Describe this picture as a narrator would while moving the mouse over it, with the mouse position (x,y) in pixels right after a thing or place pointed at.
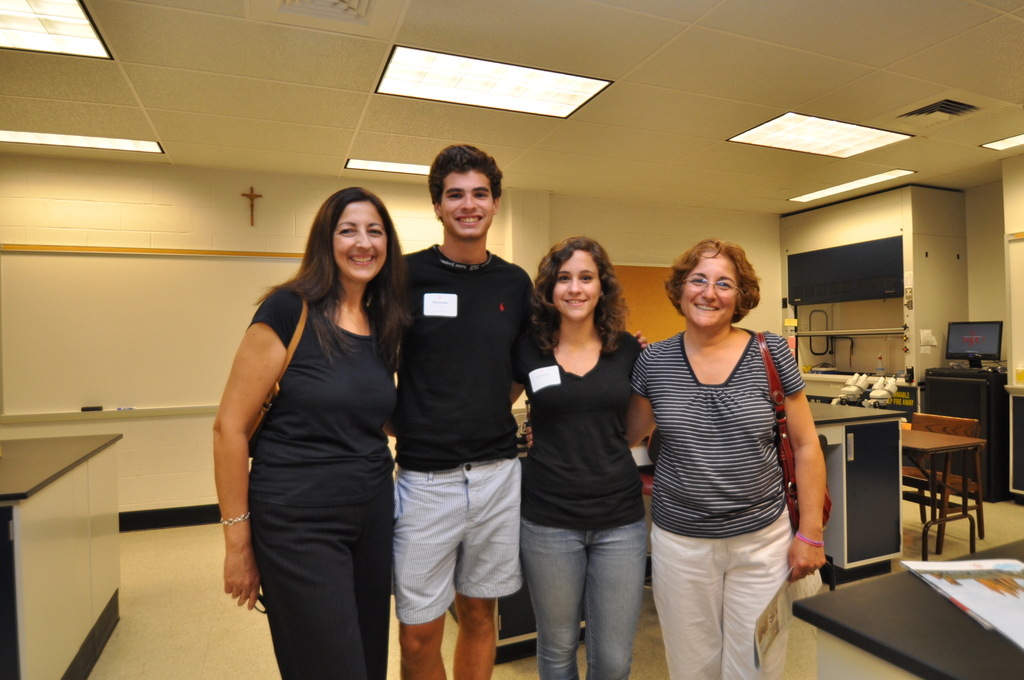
In this picture there are people (601,495) standing and smiling, among them there are two women (687,374) carrying bags (776,407) and holding objects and we can see poster (975,616) on the table (961,645). In the background of the image (52,476) we can see tables (44,466), floor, monitor (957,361) on the platform (960,377), chair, wall (665,251) and objects (888,366). At the top of the image (594,19) we can see ceiling (834,45) and lights (398,83).
